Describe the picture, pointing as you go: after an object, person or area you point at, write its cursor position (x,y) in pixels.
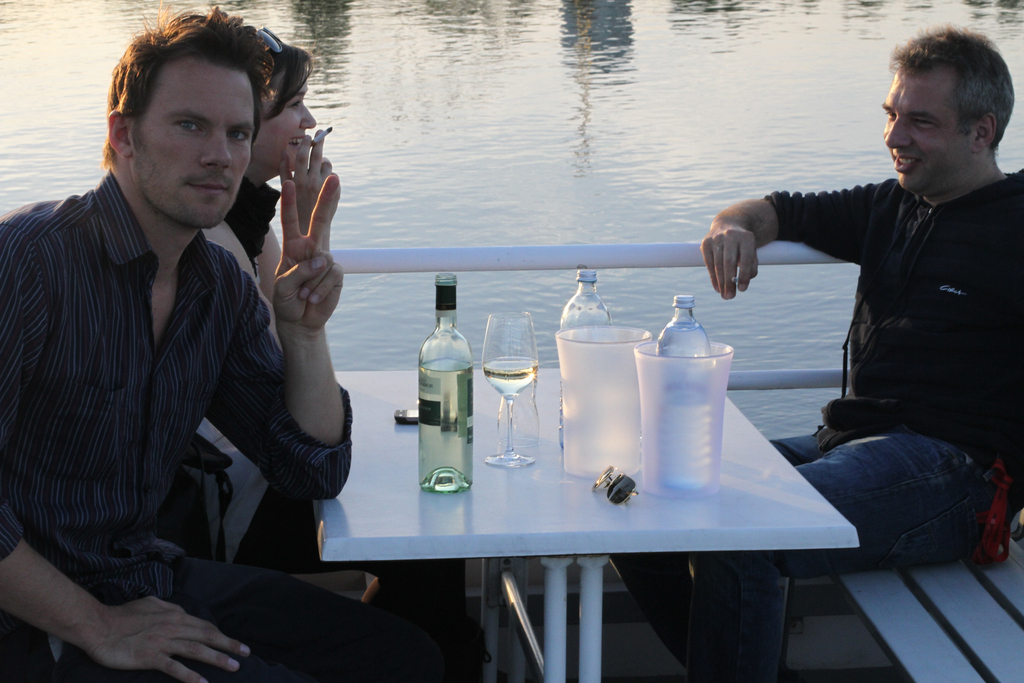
These persons (273,264) are sitting on a chair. On this table (378,492) there is a glass (534,386), bottles (430,401), mobile (409,410) and container (626,411). This is a freshwater river (601,103).
